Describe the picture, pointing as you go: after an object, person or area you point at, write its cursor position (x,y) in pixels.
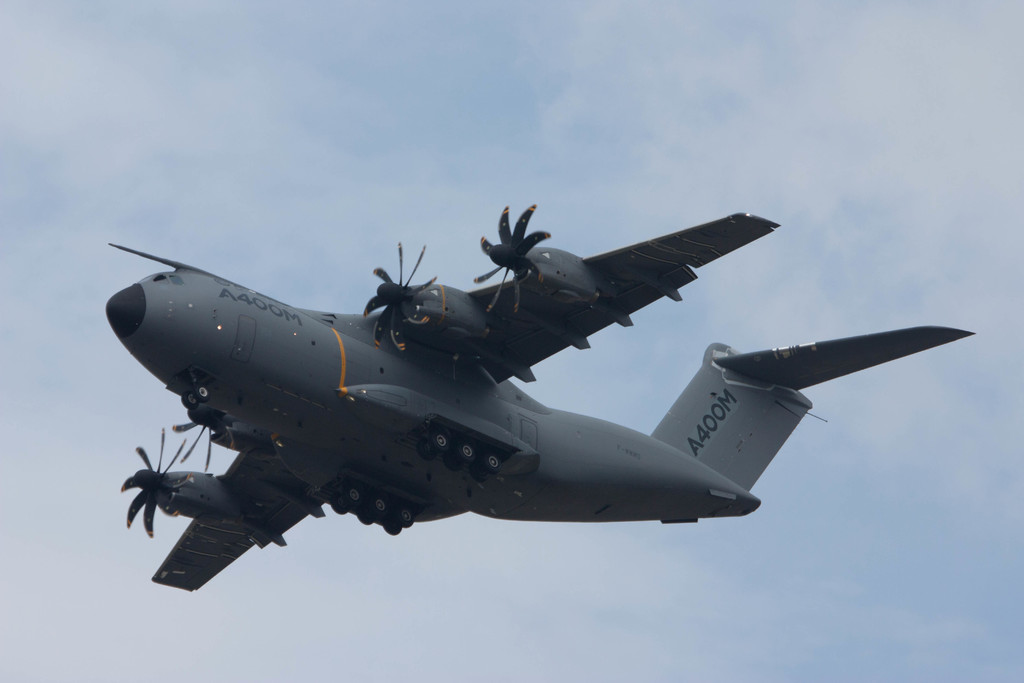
In this image we can see a plane (328,386) is flying in the air (176,593). In the background (354,162) we can see clouds (648,1) in the sky (246,226).
